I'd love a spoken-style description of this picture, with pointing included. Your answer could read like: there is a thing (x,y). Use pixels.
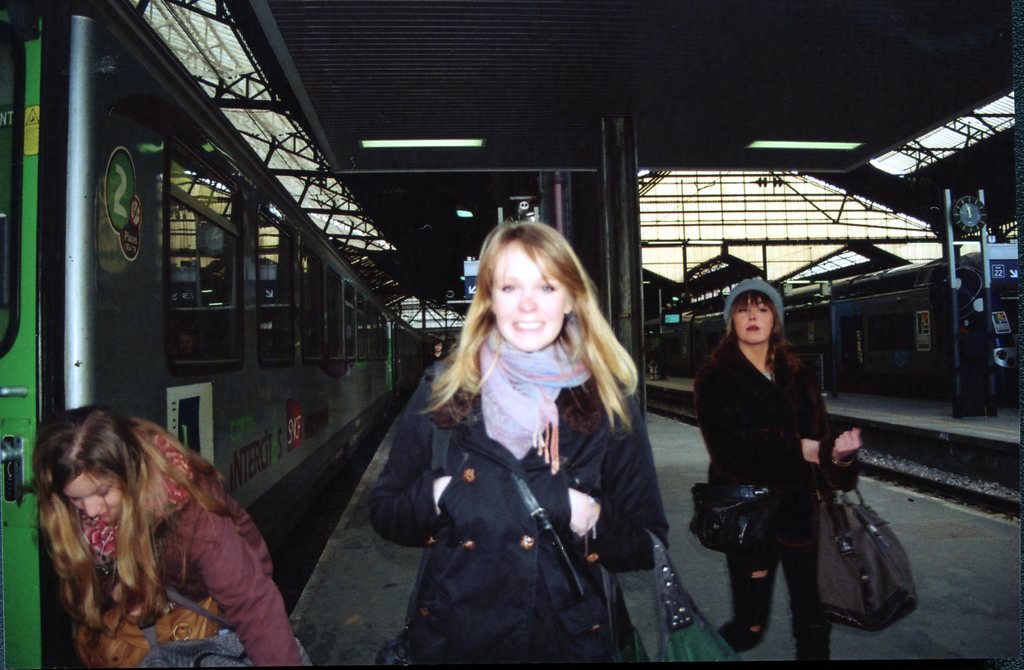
In the image there are three women (461,443) on the platform (360,502) and there is a train (231,240) on the left side (247,299) and as well as on the right side of the image (974,324), above the platform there is a roof (497,137).
